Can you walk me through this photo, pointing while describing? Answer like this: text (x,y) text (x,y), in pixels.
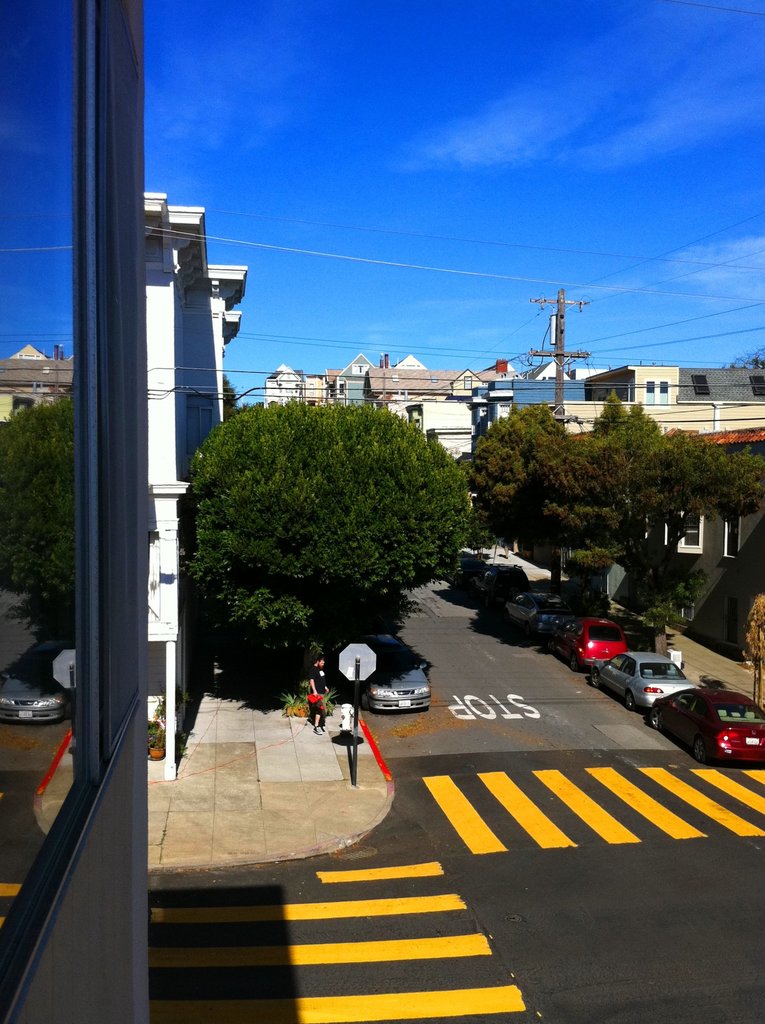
In the center of the image (462,394) we can see the sky (562,94), clouds (717,291), wires (725,229), buildings (377,394), trees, poles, vehicles (726,742) on the road (568,680), plant pots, plants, one person (316,730) is standing and he is holding some object (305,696) and a few other objects (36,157).
